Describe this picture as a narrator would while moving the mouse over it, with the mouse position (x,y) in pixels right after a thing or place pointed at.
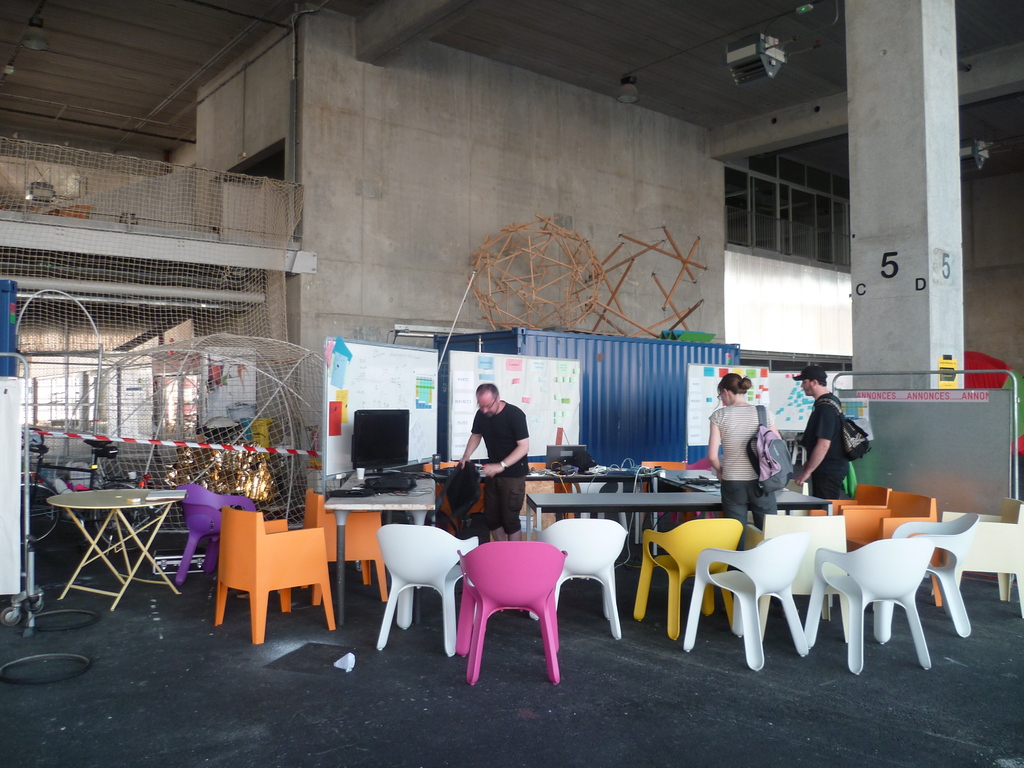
in the room (461,397) there was a number of chairs (1008,586) along with the tables (147,515) there are three persons (809,432) standing over here two men (489,412) and one woman (750,462) carrying a bag (766,464), here we can see an architecture (691,269).
